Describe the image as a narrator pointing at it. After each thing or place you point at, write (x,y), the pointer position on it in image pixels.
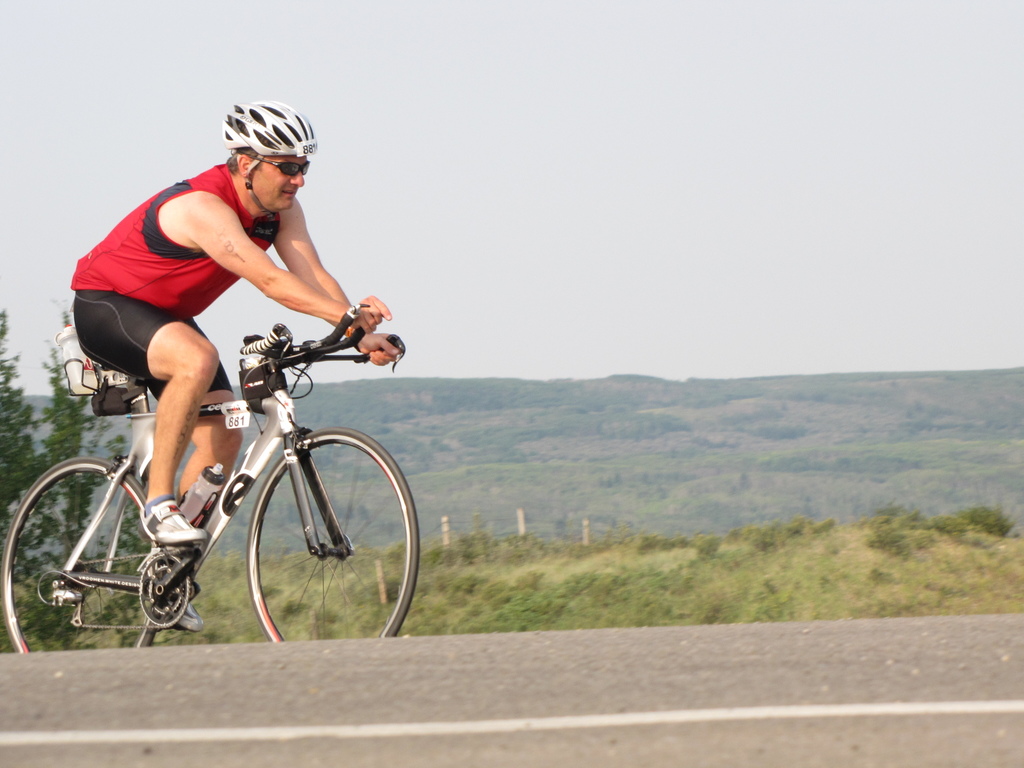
On the background of the picture (384,53) we can see sky (196,105) and it seems like a sunny day. These are trees (581,457). This is a road (408,705) and we can see one man (346,307) on a bicycle (161,578), riding. He wore helmet (297,127).
